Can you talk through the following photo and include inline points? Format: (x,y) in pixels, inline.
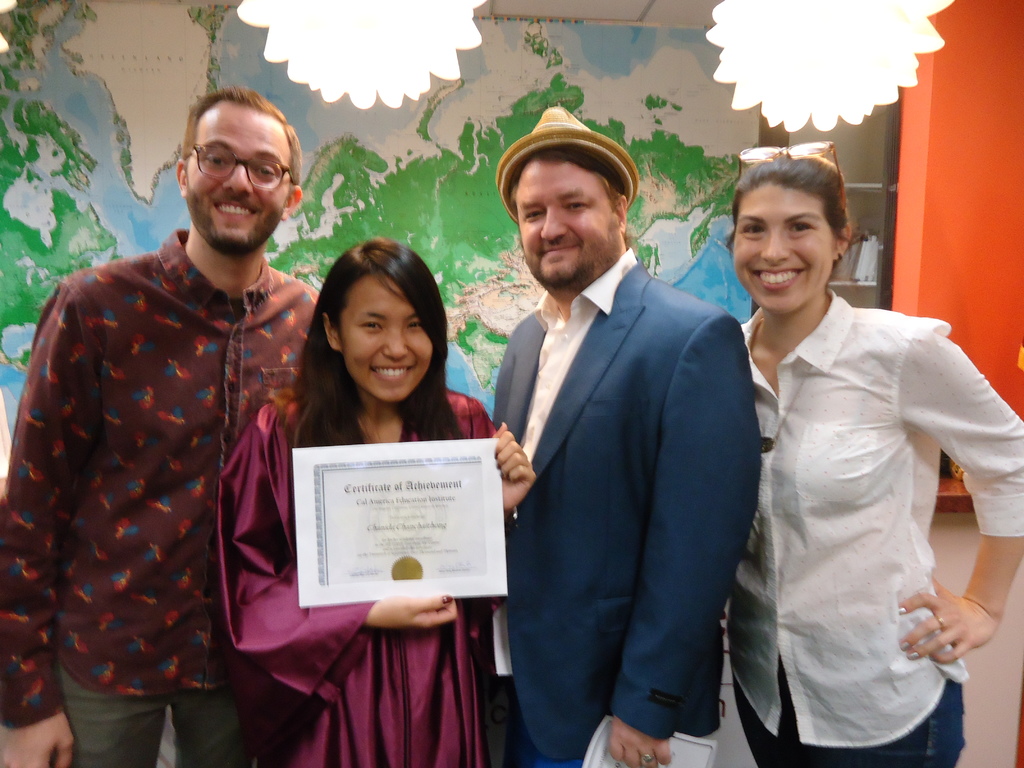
In this image I can see a woman (385,708) is holding the certificate (424,512) in her hand (392,621) and laughing, she wore dark red color dress (320,608). 2 Men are standing on either side of her, on the right side (822,290) a woman (898,416) is smiling, she wore white color shirt (831,448). Behind them there is the world map painting (503,120) on a wall (433,205).
